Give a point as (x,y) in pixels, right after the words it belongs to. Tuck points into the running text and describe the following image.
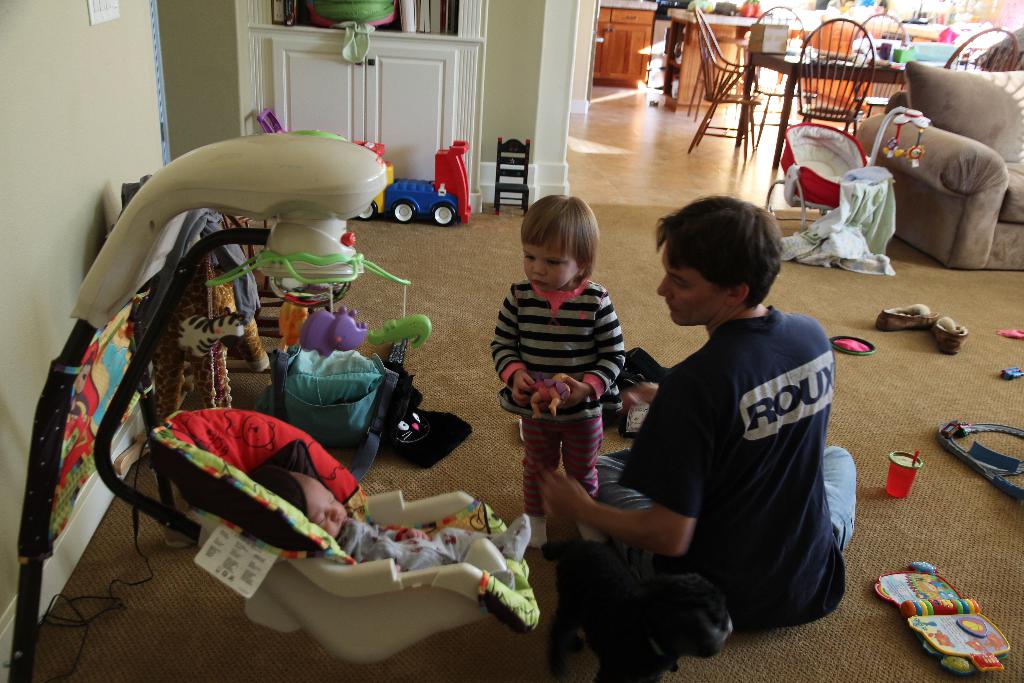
In this image there is a baby (371,556) in a swing (357,499), a kid (575,221) standing, a person (718,529) sitting, toys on the carpet (490,446), chairs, table (884,67), couch (961,176), pillows (1010,154), cupboards (479,67).
